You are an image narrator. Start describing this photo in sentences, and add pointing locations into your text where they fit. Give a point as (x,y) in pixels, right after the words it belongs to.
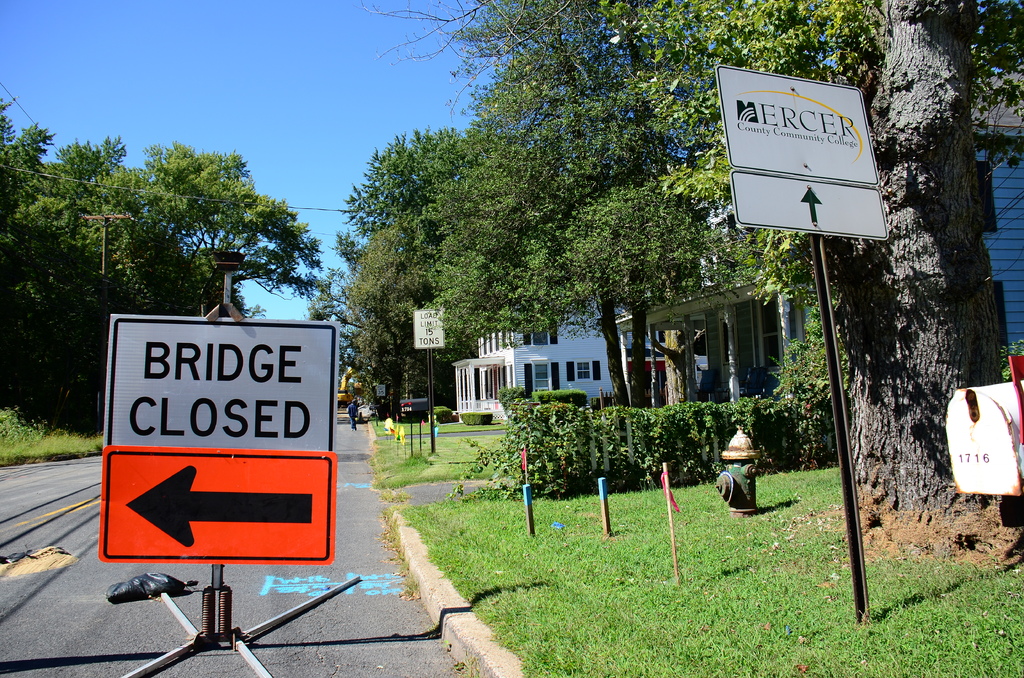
In this picture we can see name boards (433,320), direction boards (785,214), poles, grass (659,594), hydrant (722,494), plants (684,432), trees (558,260), buildings (725,307) and a person (353,419) on the road (354,473) and some objects (347,387) and in the background (311,136) we can see the sky (369,84).
